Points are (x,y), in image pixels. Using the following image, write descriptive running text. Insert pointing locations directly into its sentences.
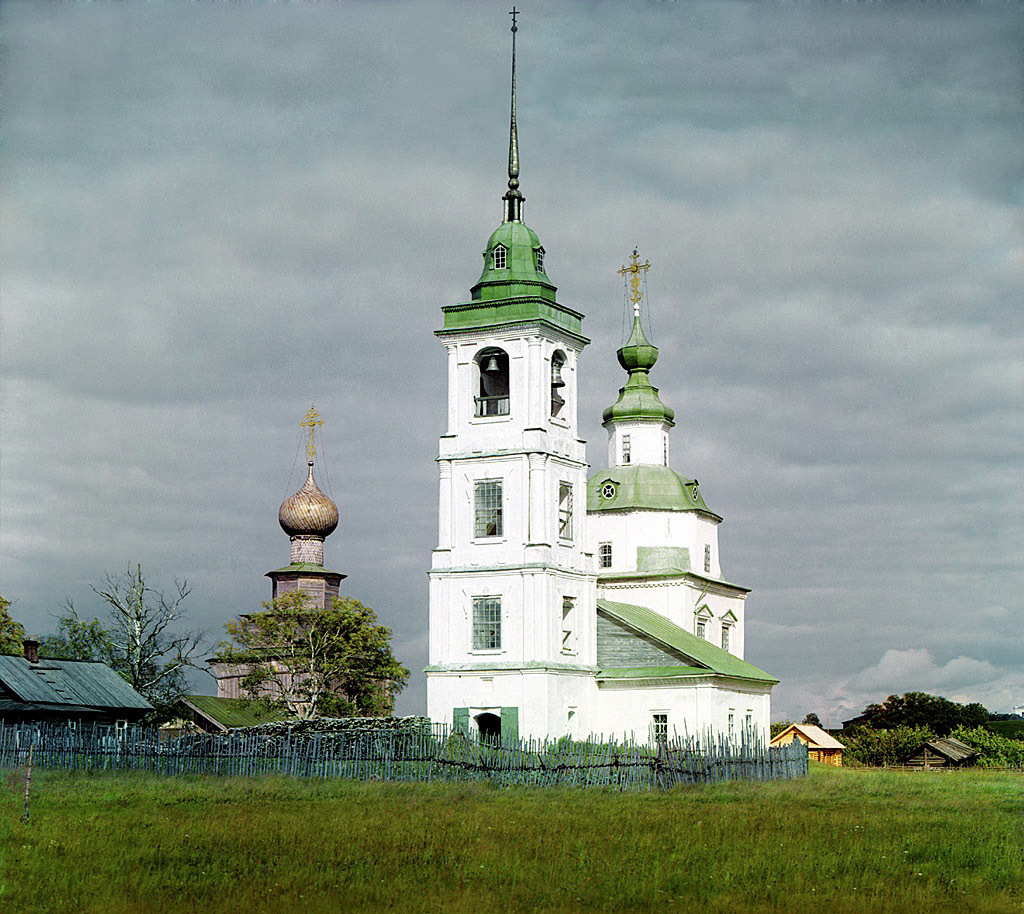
In this picture we can see there is a fence (449,757), grass (772,822), houses (18,690), buildings (553,645), trees (856,753) and a cloudy sky (604,162).
